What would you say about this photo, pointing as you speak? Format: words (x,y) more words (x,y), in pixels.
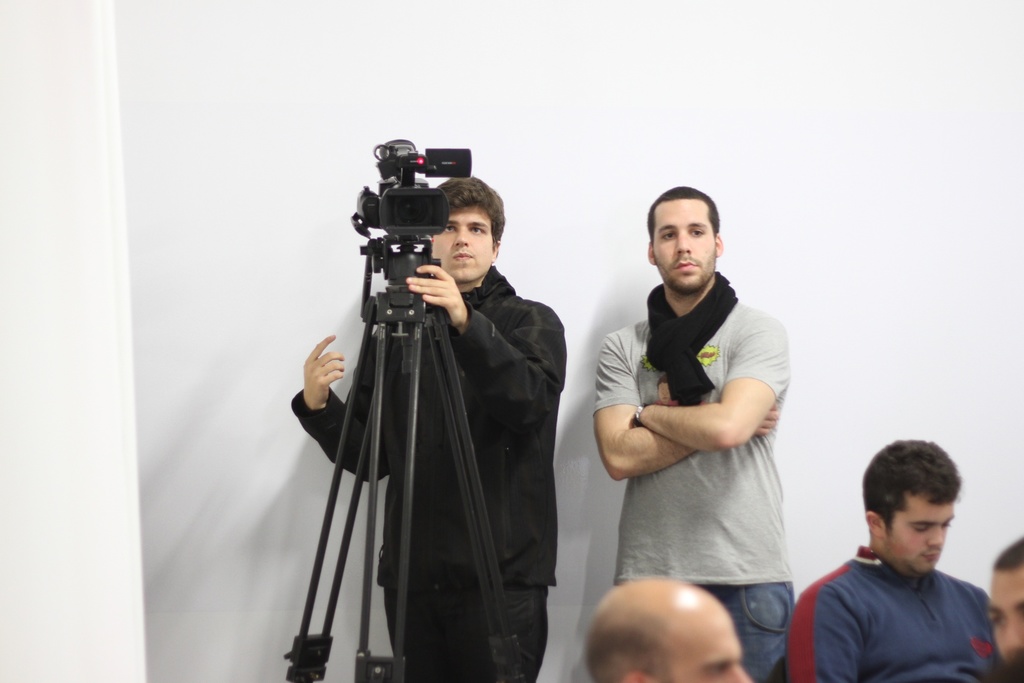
In this image I can see the few people (650,444) and one person (525,332) is holding the camera (400,229). The camera (403,205) is on the stand (402,556). Background (376,51) is in white color.
